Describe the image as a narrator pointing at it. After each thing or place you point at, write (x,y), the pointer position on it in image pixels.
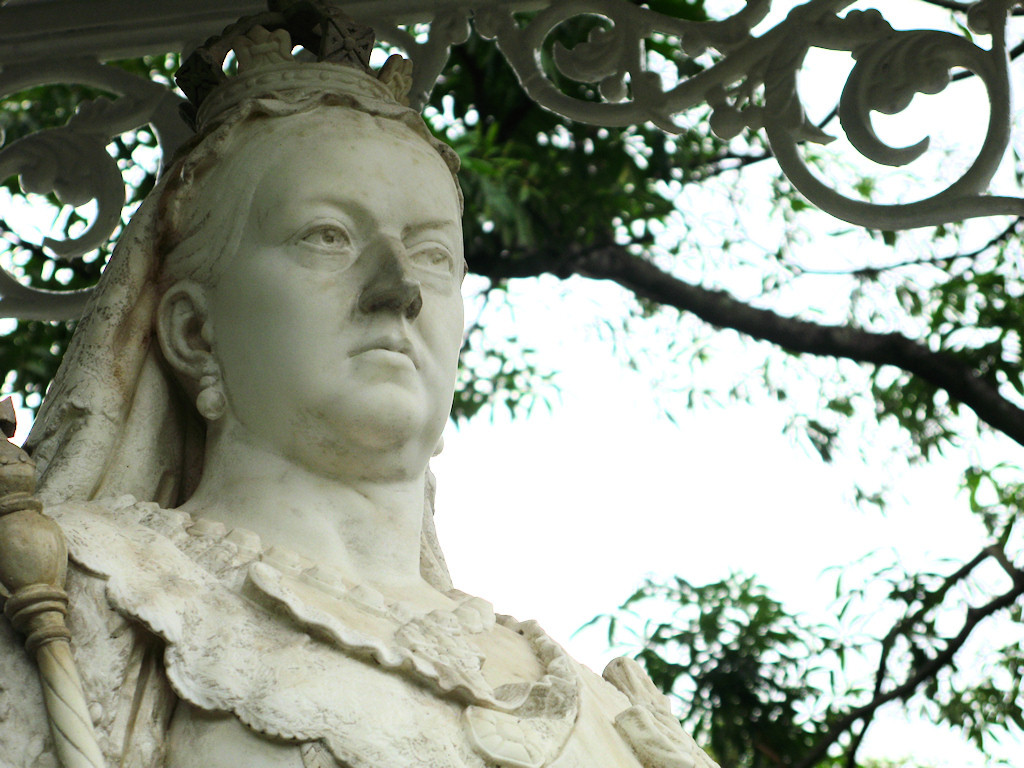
In this image I can see white colour sculpture (255,499) and in background (502,268) I can see leaves (597,174) and branches (899,343) of a tree (730,293). I can also see this image is little bit blurry from background (500,187).
